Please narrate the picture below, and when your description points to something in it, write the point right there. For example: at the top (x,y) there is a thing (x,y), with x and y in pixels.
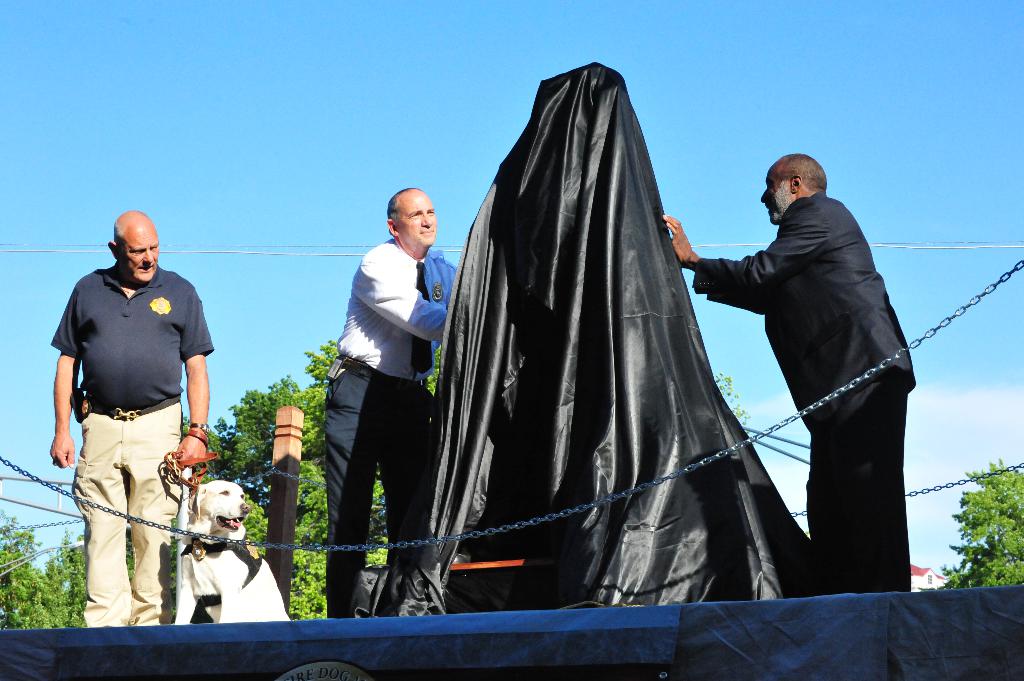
There are two persons (779,287) holding a black cloth (582,267) and there is also another person (145,341) wearing blue shirt (136,346) is holding a dog (214,516) in the left corner (91,376).
